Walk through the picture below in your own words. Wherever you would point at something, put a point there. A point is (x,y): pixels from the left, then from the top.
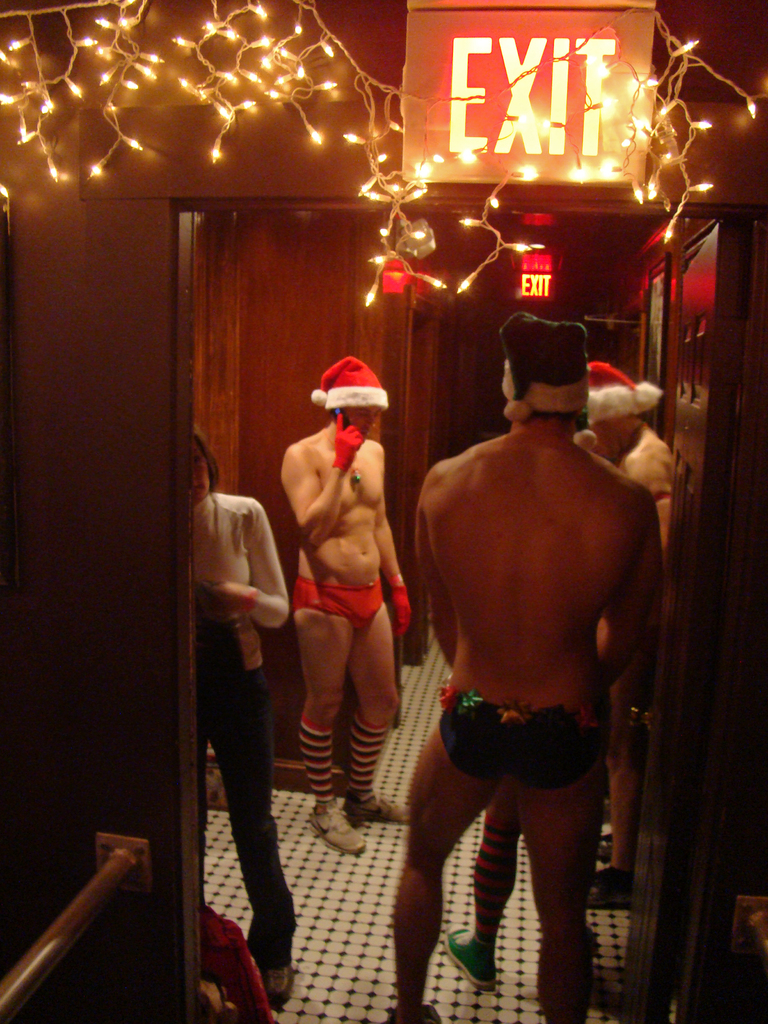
In this image, we can see some people (382,515) standing and we can see the exit board (645,17), there are some lights (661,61) and we can see the wall (98,355).
